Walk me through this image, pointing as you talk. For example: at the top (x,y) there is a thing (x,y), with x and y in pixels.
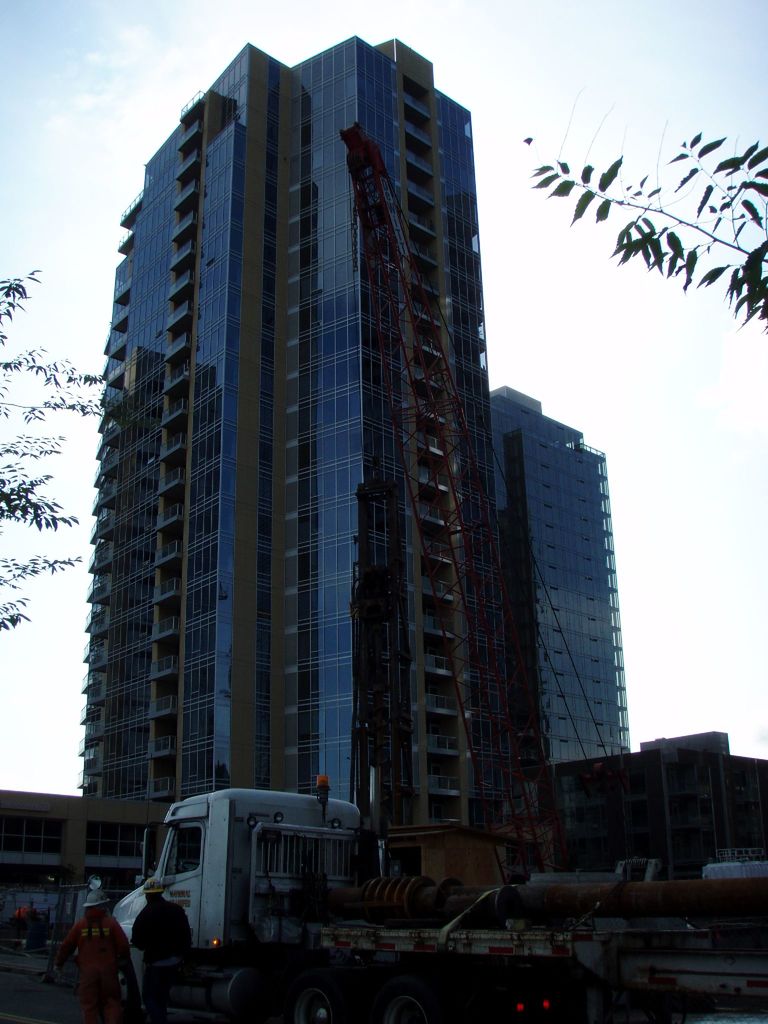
This image consists of a building (318,548). At the bottom (273,940), there is a truck (211,906). To the left (85,952), there are two persons (145,957). At the top (20,146), there are clouds (16,156) in the sky (85,81).
